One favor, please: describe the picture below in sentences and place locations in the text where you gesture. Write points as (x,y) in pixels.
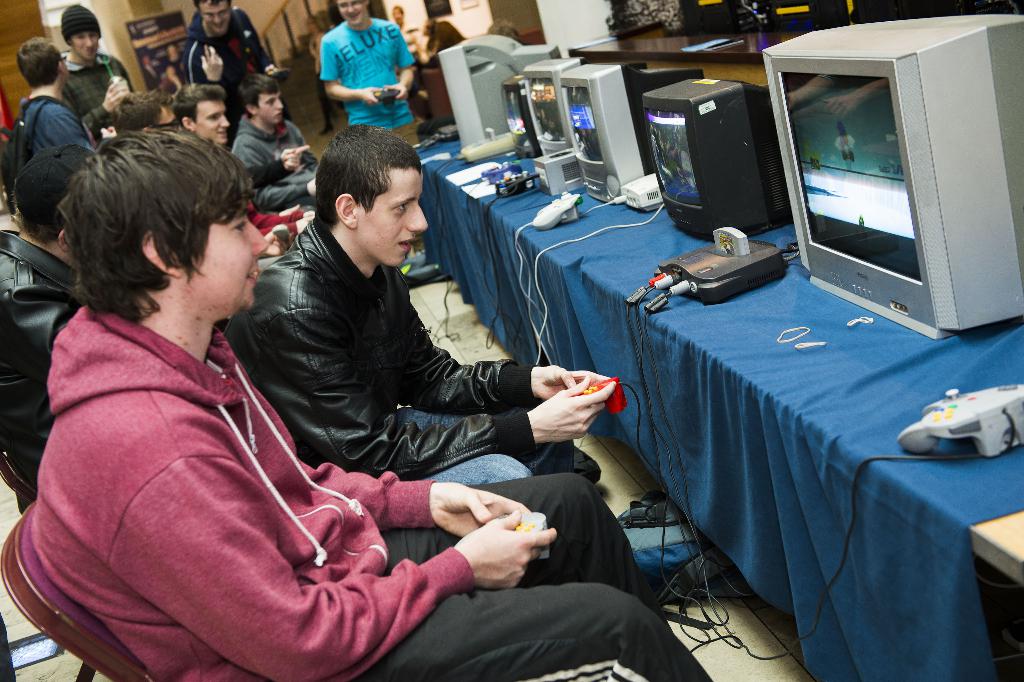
In this image we can see people (418,339) sitting on the chairs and we can also see televisions (929,66) placed on the wooden table (768,400).
